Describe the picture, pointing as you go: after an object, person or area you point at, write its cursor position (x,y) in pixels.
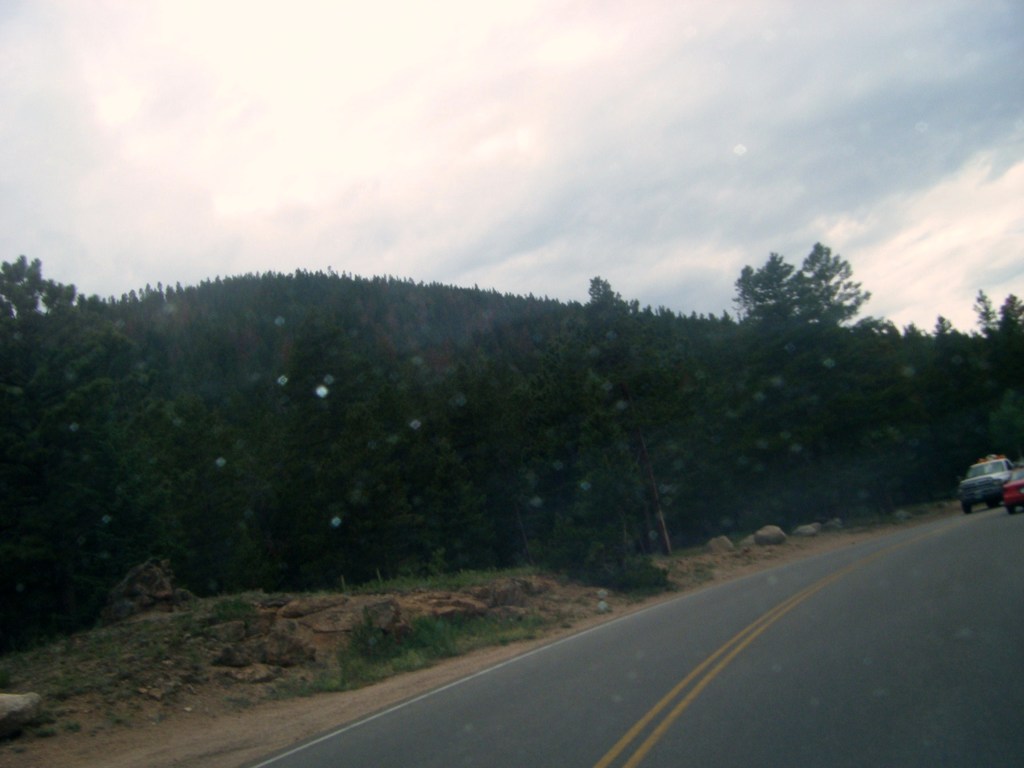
In the image there are a lot of trees (525,429) beside the road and there are two vehicles (987,470) on the road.
